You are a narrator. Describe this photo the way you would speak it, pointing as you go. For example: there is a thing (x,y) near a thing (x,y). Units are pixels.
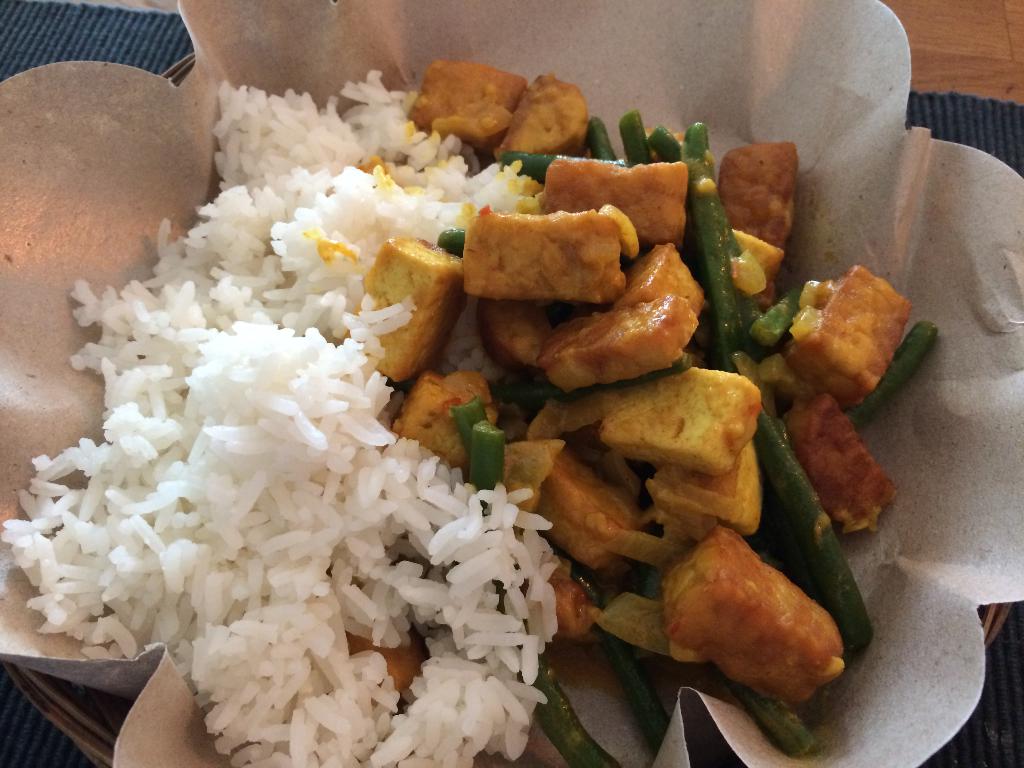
In the center of the image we can see one table (991,43). On the table (1013,83), we can see one mat (971,111) and basket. In the basket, we can see one paper (859,542) and some food items (542,348).
